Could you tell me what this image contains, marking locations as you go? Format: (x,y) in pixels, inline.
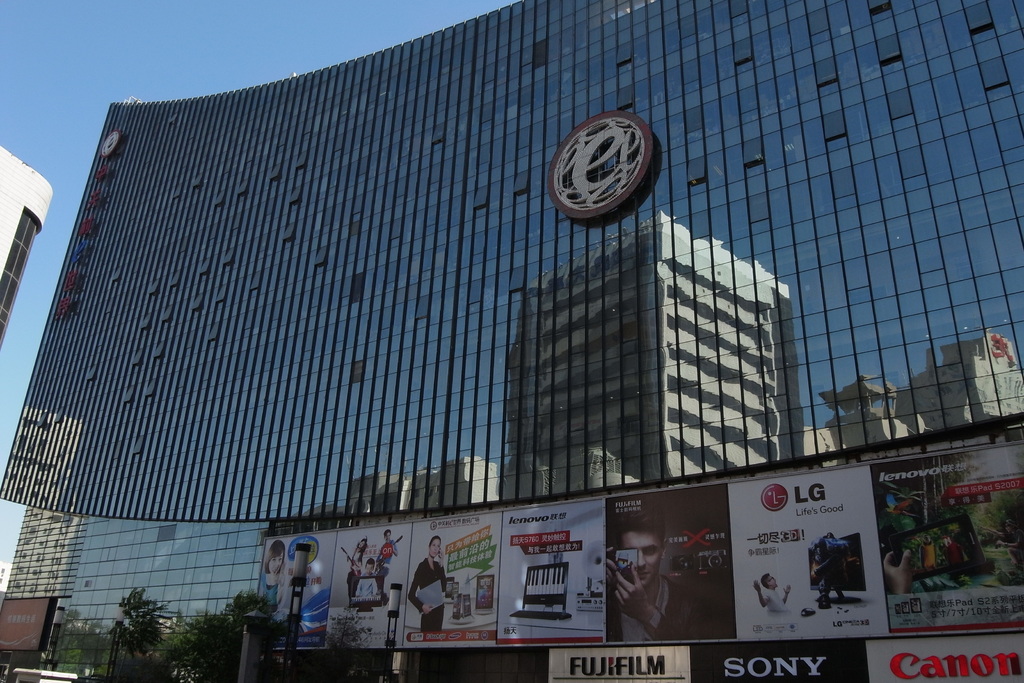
In this picture I can see a building (617,277) with full of glasses (602,422) and also I can see some banners (626,561) to the building (614,373).
